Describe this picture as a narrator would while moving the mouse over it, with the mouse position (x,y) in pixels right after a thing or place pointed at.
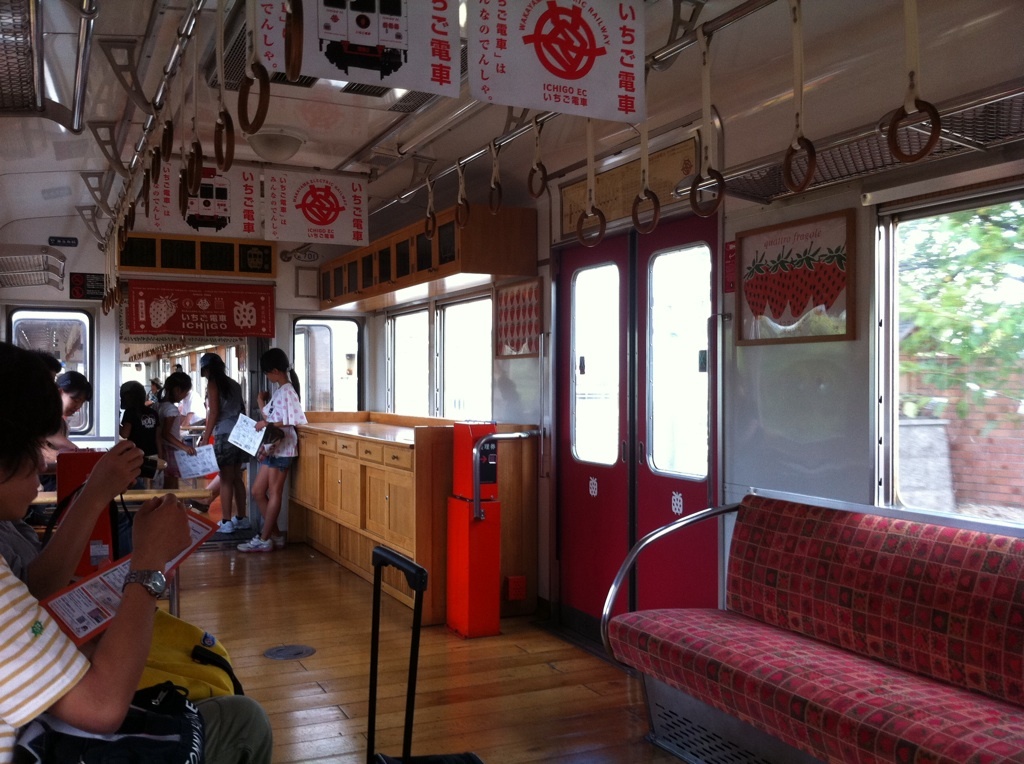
There is a group of a people (174,416). Some persons (279,391) are standing and some persons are sitting. We can see in the background (589,398) there is a tree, window (586,378) and hanger (188,130).
